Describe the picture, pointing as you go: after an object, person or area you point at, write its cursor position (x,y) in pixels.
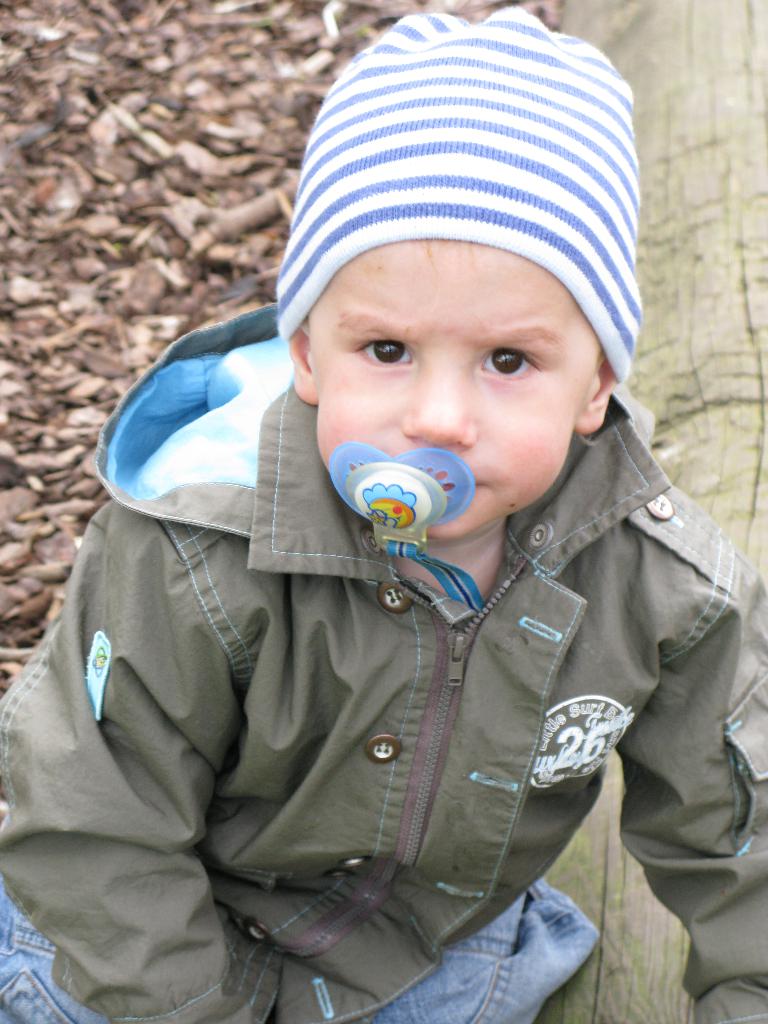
In this picture we can see a child (294,966) wore a cap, wooden log (752,124) and in the background (141,354) we can see sticks (92,198).
